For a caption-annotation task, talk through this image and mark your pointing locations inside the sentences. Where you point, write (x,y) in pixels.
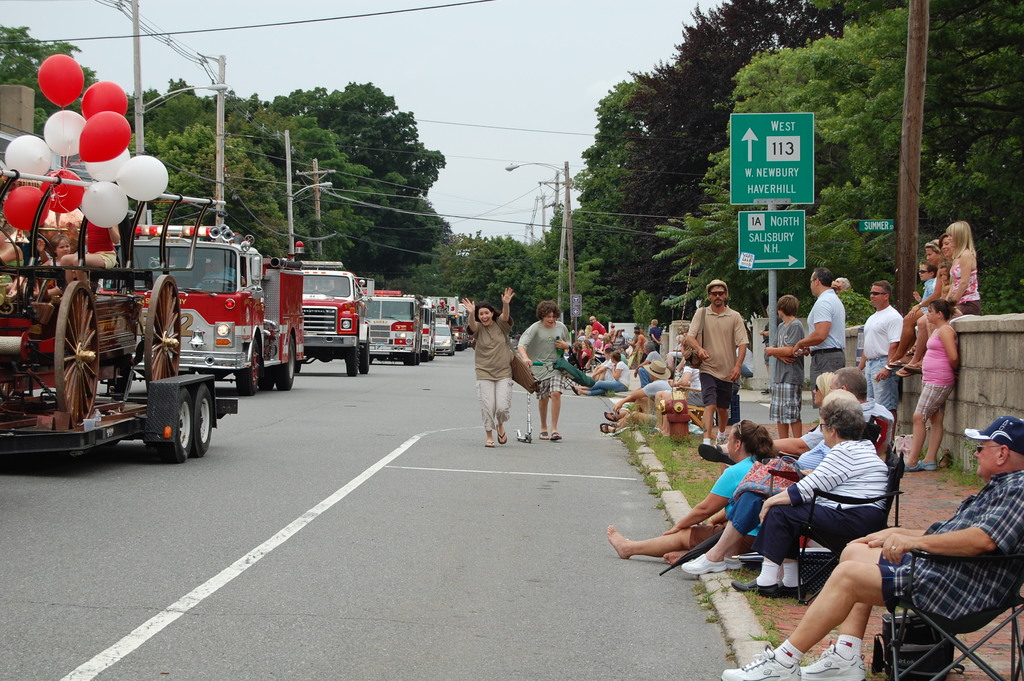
In this image there are group of persons (673,378) standing and sitting and there is a board (772,243) in the front (782,221) with some text (782,221) written on it. On the left side (287,323) there are vehicles (319,321) moving on the road (43,537). In the background (367,249) there are trees (439,272), poles (572,236) and there are persons (708,433) standing on the ground (678,475). On the right side (993,402) there is a wall (1004,374).
